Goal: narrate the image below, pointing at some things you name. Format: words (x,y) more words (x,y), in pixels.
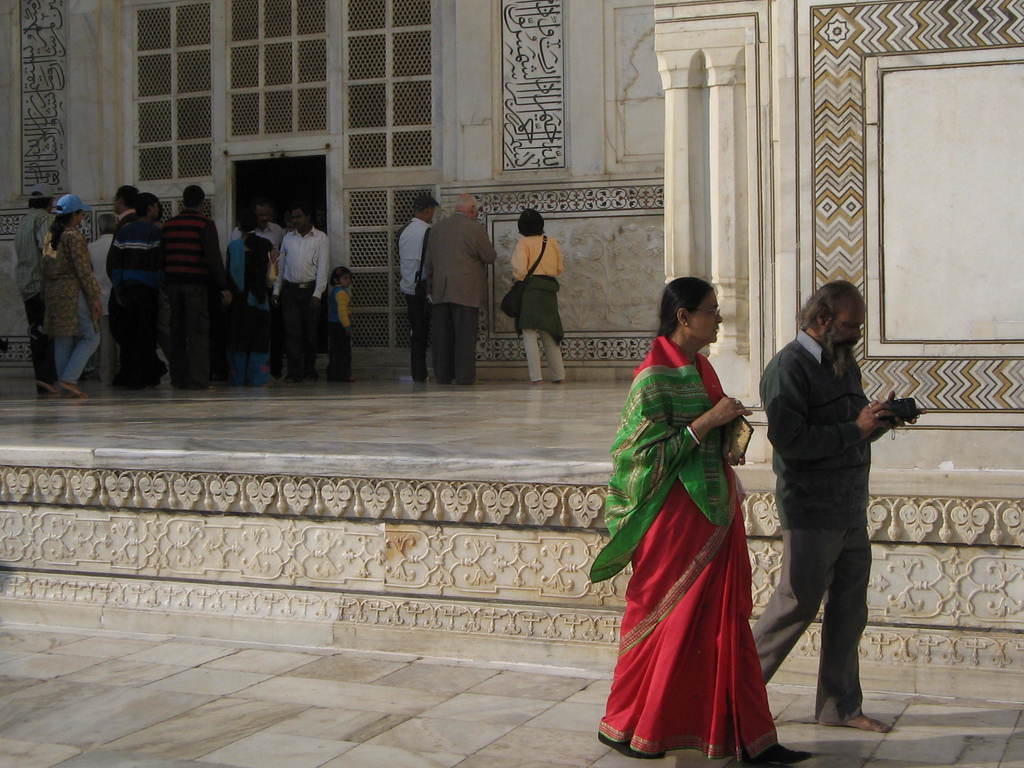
In this image on the right side (819,403) two persons (623,481) are walking on the tiles (592,729) and holding objects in their hands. In the background (327,207) we can see a building (544,112), few persons (274,249) are standing on the floor (600,474) and there are designs (59,583) on the wall (517,549).
